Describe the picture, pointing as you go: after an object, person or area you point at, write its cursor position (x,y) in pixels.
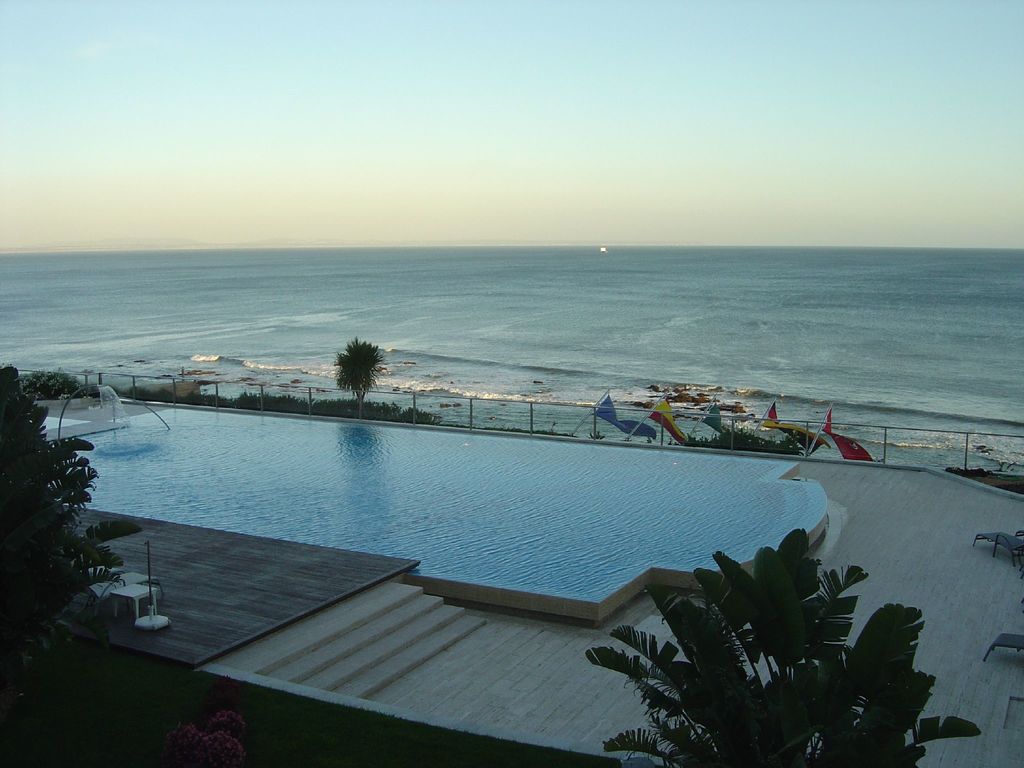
In the center of the image (375,261) we can see the sky (802,105), water (771,296), trees (747,709), flags (792,437), fence (846,462), swimming pool (502,504) and a few other objects (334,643).
